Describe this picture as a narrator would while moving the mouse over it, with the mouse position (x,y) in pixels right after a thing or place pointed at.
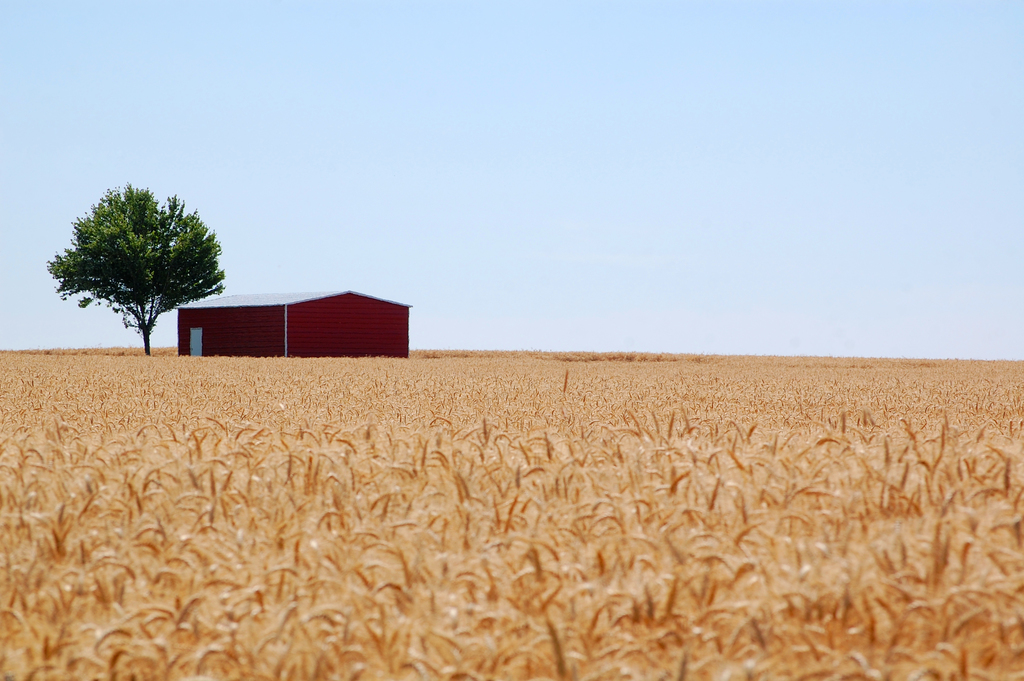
In this image we can see there is a field (211,356), house (225,305), tree (152,282) and the sky (650,213).
